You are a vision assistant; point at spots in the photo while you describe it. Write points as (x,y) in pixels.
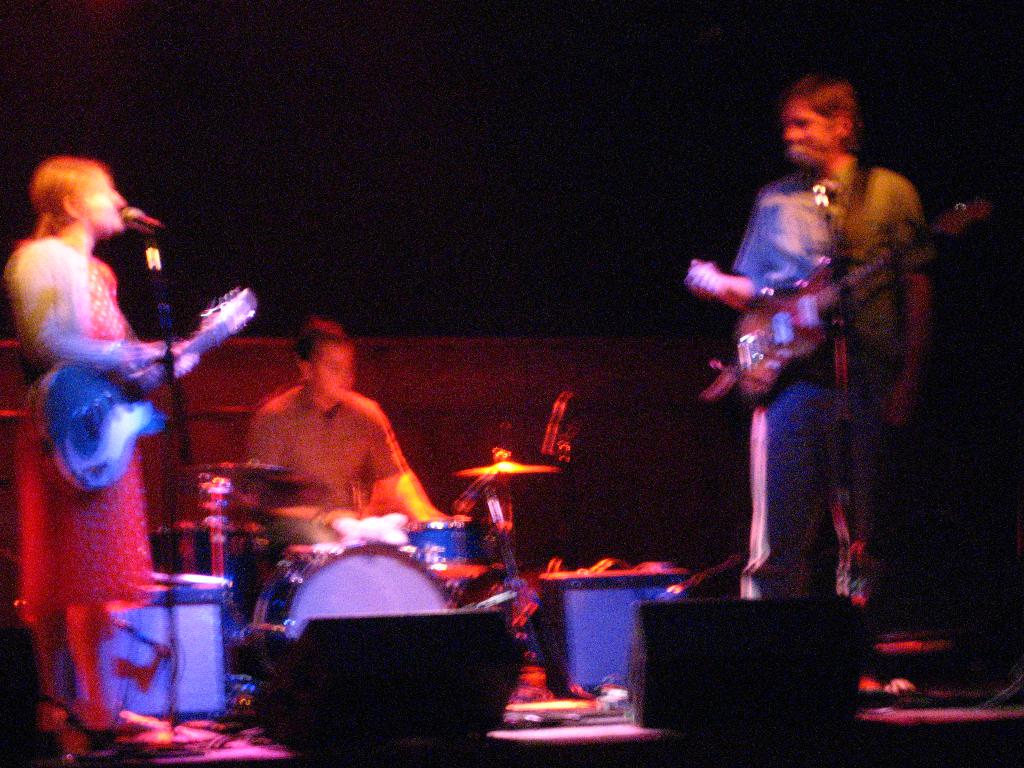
In this picture we can see three persons (325,442) playing musical instruments (781,349) such as guitar (764,335), drums (446,545) and singing on mic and in background (494,186) it is dark.
